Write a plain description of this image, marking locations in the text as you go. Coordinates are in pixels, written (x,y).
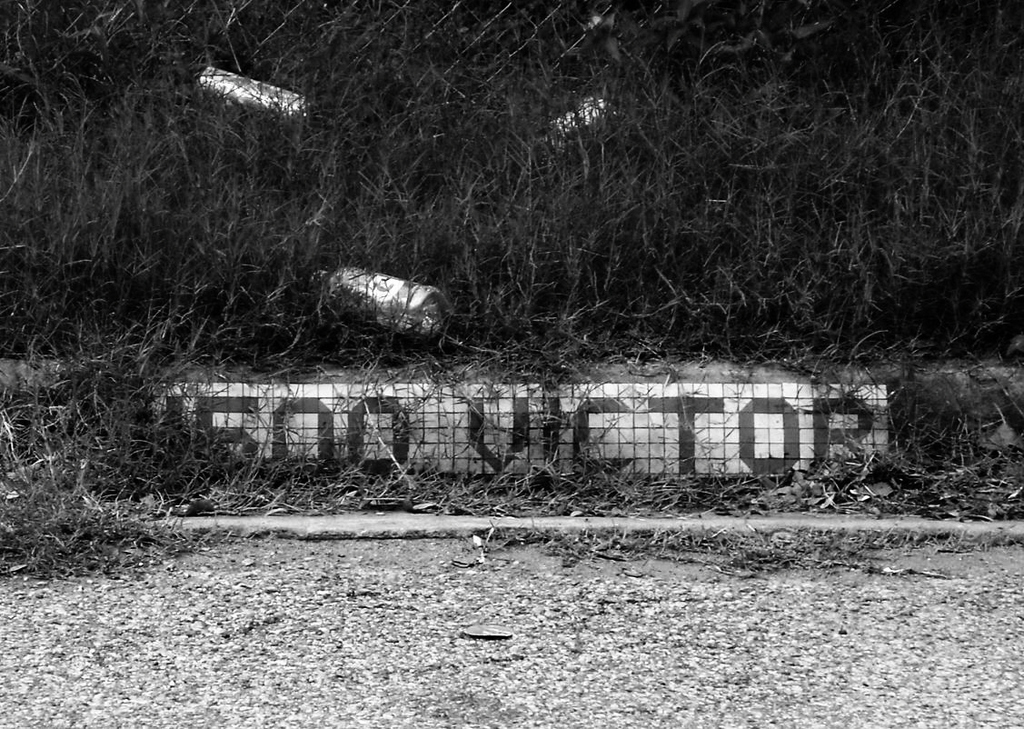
This is a black and white image. There is a surface (631,652) at the bottom of this image (541,597) and there is a grass (465,261) at the top of this image (632,133).
